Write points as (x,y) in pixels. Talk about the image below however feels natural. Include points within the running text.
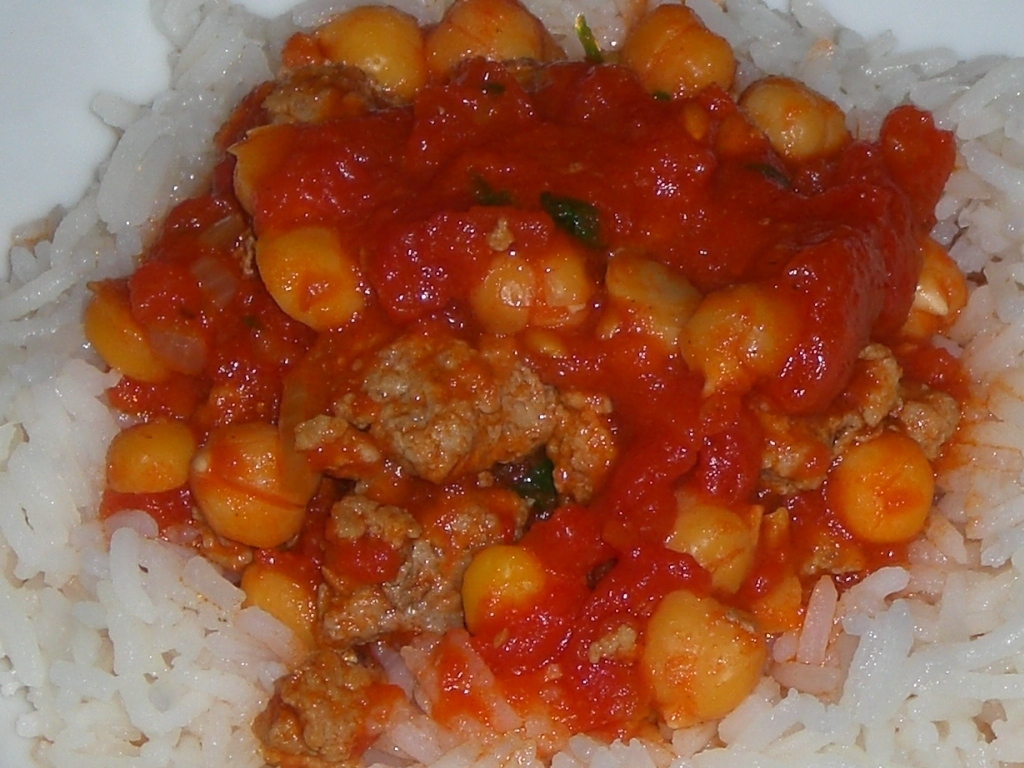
This image consists of rice (856,638) and curry (480,490). Curry (483,581) is in red color.
